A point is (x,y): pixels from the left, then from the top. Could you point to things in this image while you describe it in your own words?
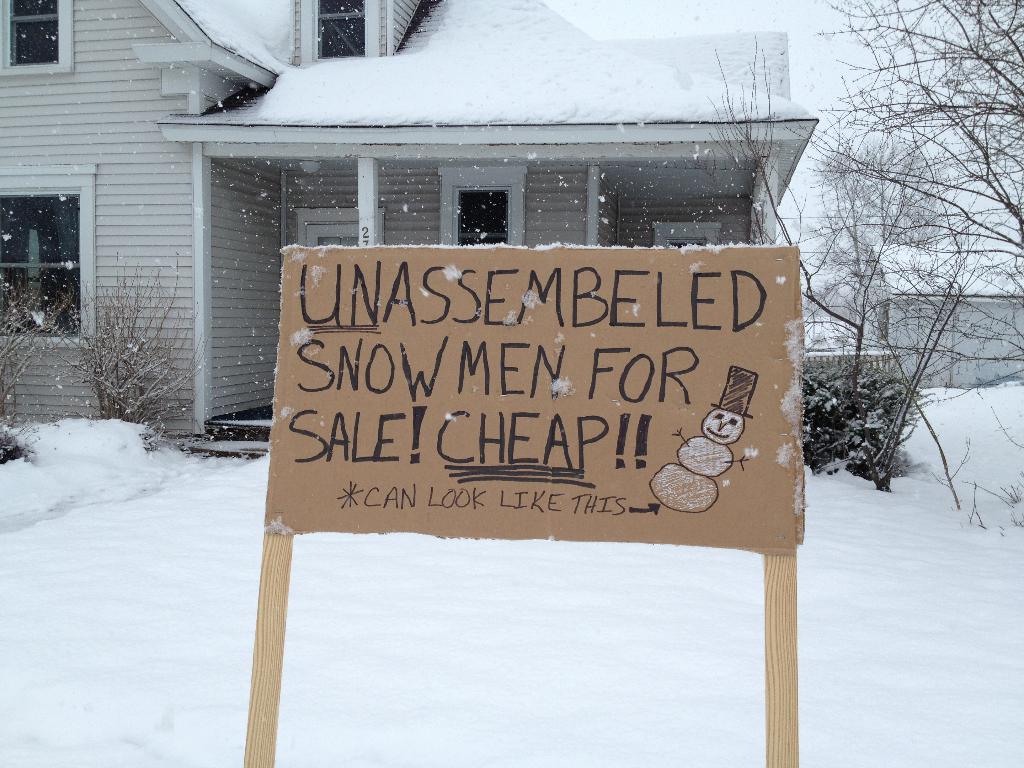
In this picture I can see the building (385,145), trees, plants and snow (530,582). In the center (520,427) I can see the board (600,422) and something is written on it. In the background (914,327) I can see the wall partition (981,323). At the top (714,12) I can see the sky (595,29) and snow (460,65).
